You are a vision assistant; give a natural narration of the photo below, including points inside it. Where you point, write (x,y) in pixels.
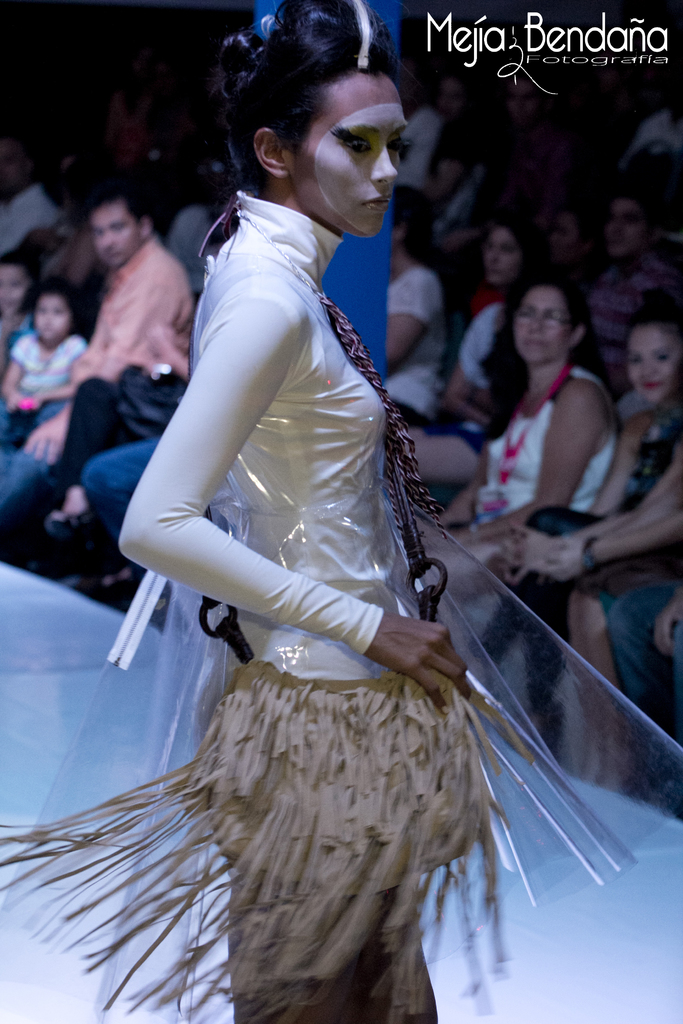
In this picture we can observe a woman (285,498) wearing a cream color costume (277,560) on the ramp (44,667). There are some people (460,391) sitting in the chairs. There are men (74,417) and women (493,305). We can observe a white color words (465,31) on the right side of this image (533,44).
